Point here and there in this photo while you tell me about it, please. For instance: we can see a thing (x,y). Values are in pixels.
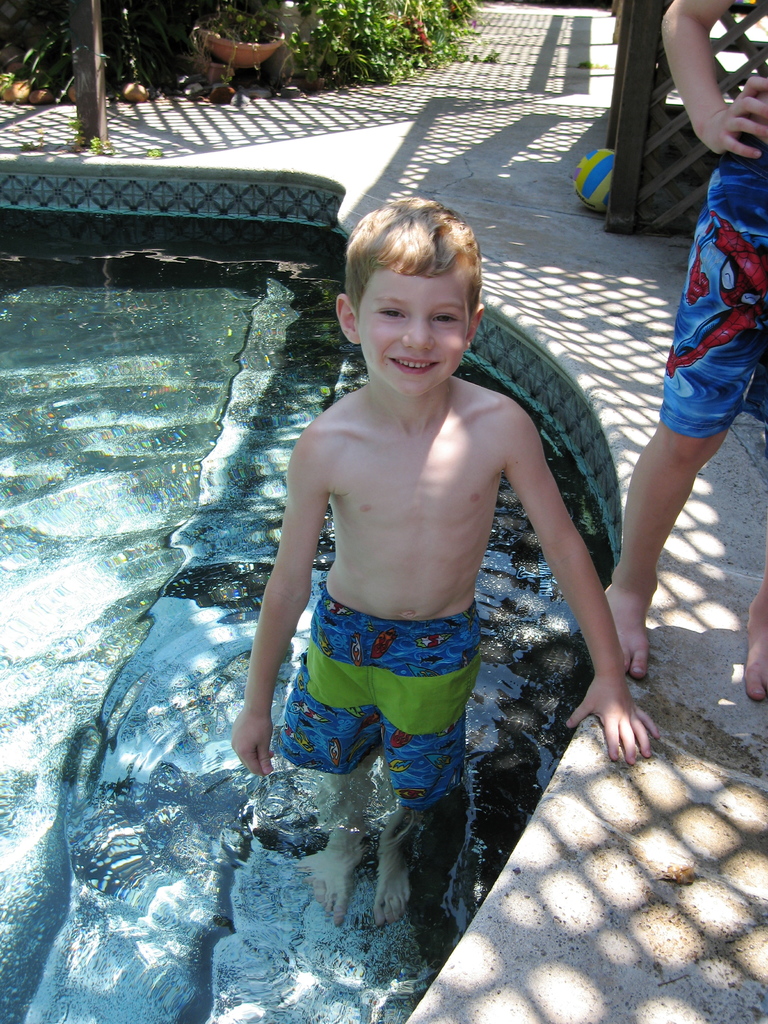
In the image we can see a child (423,539) wearing shorts (369,625), there is a water (113,584), ball (610,180), pole (619,169) and a grass (377,56). Beside the child (409,534) there is another person (696,319) standing wearing shorts (741,333), this is a shadow (591,316).
